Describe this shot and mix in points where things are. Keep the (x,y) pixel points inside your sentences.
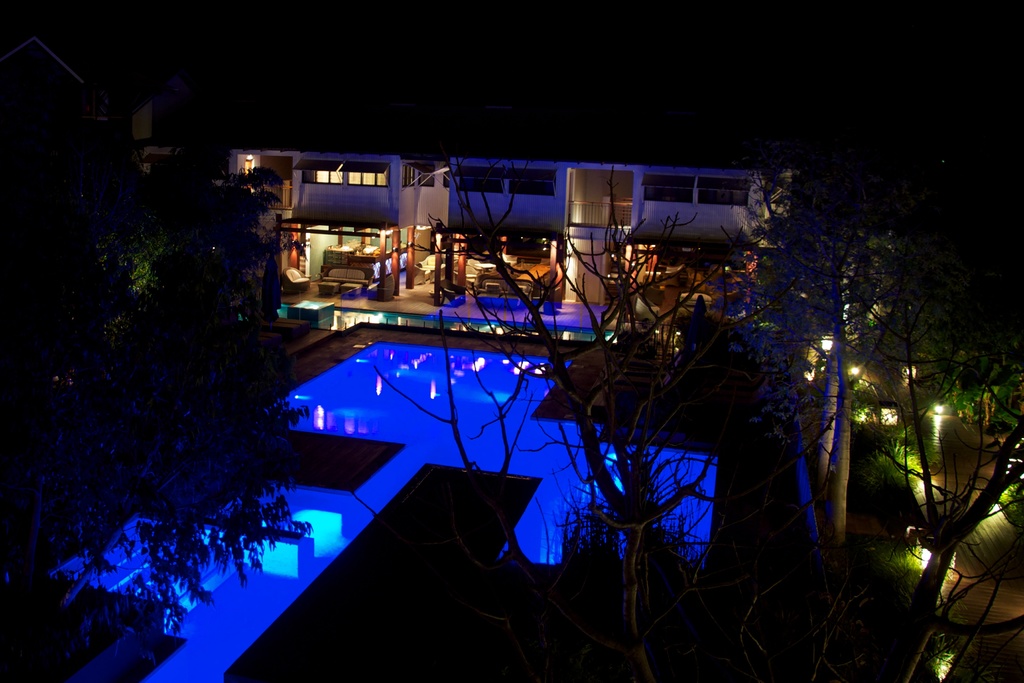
In the image there is building (634,218) in the back (424,267) with swimming pool (489,447) in front of it and trees (815,180) over either side of it, this is clicked at night time.
